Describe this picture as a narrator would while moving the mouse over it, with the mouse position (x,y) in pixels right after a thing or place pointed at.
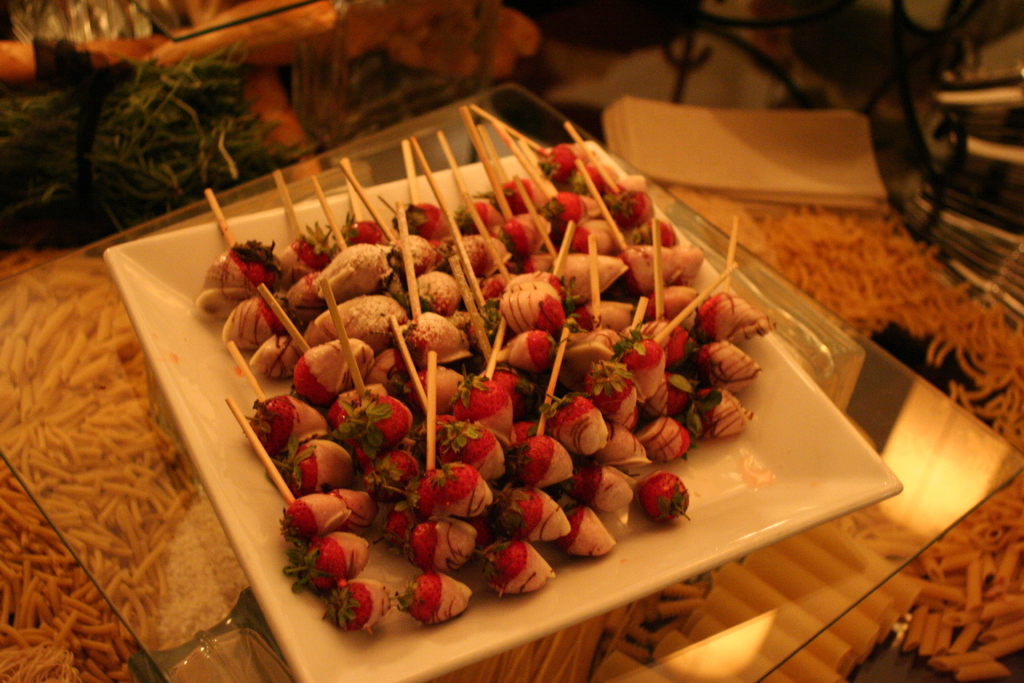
This is the plate (734,546), which is placed on the glass table (139,533). I think this is the pasta (938,329). This plate (587,560) contains strawberries (418,606) with toothpicks (455,276).
